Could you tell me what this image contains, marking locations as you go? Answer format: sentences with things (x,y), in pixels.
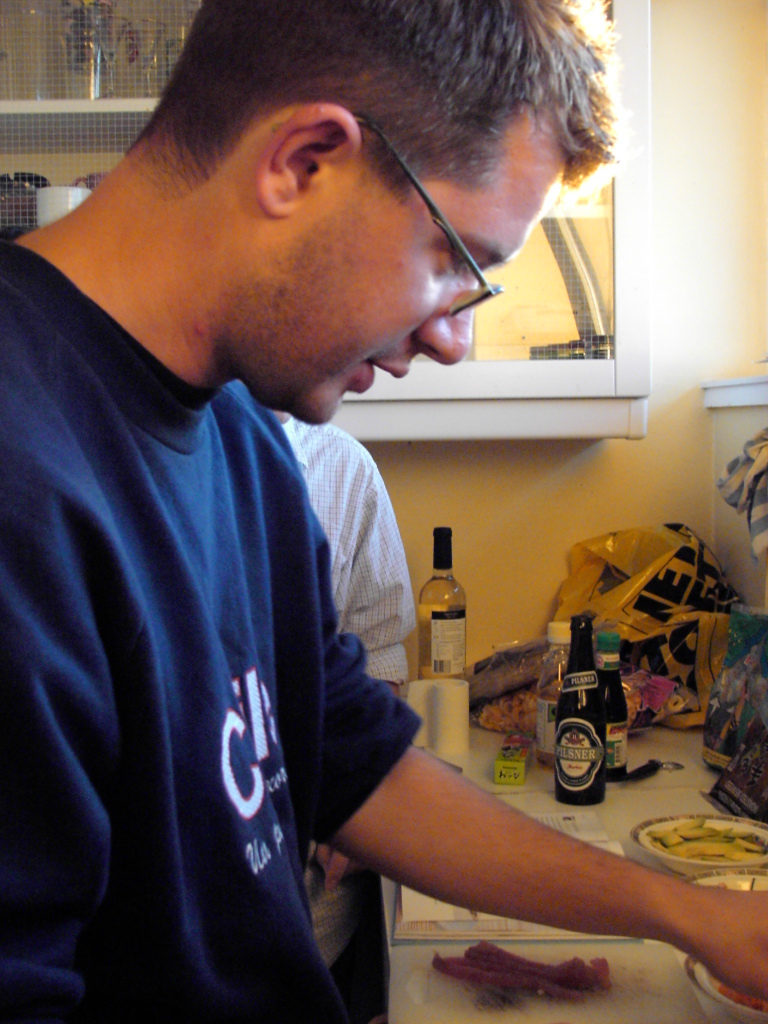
this picture shows a man (435,858) standing and we see other man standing on the side and we see few bottles (606,730) carry bag (623,655) and few bowls (691,862) on the table (397,970) and we see a shelf (62,3) with bottles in it
